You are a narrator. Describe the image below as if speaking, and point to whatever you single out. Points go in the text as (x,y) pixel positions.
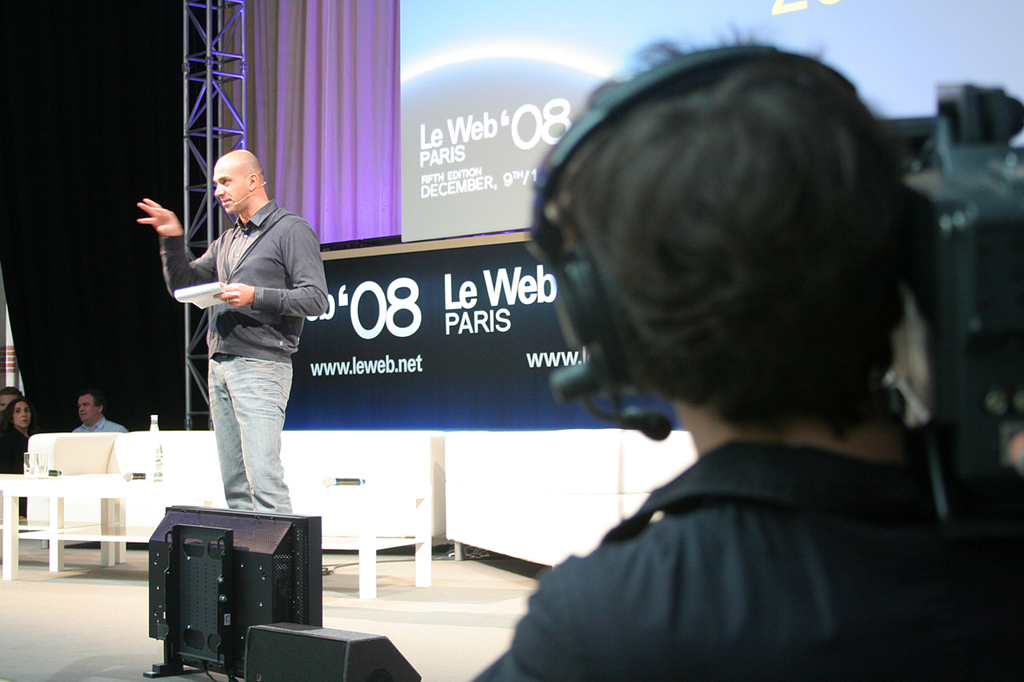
In this Image I see a man (321,314) who is standing and there is a table (64,542) over here on which there are glasses (25,463) and a bottle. I can also see few people (106,420) over here. In the background (377,360) I see the screen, few equipment (160,666) over here and I see a person (894,213) who is wearing the headphone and holding the camera (999,107).
